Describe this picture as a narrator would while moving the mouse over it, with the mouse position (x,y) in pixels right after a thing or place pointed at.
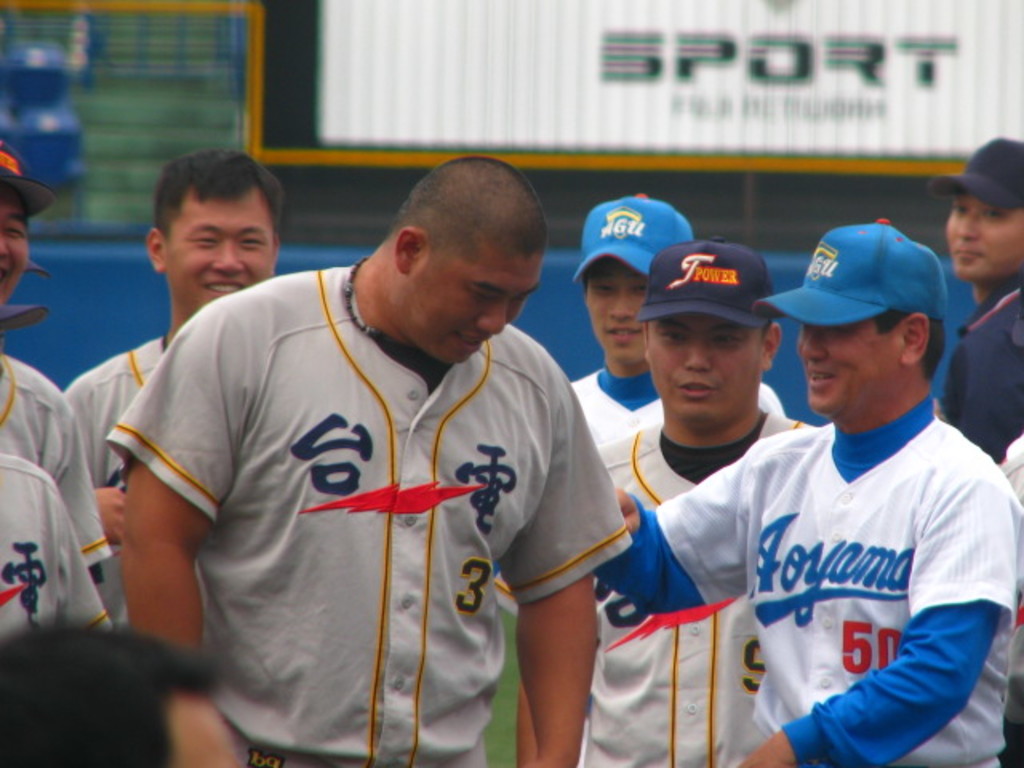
There are many people (554,491). Some are wearing caps (828,290). In the back (290,128) it is blurred and there is a wall (590,120).
